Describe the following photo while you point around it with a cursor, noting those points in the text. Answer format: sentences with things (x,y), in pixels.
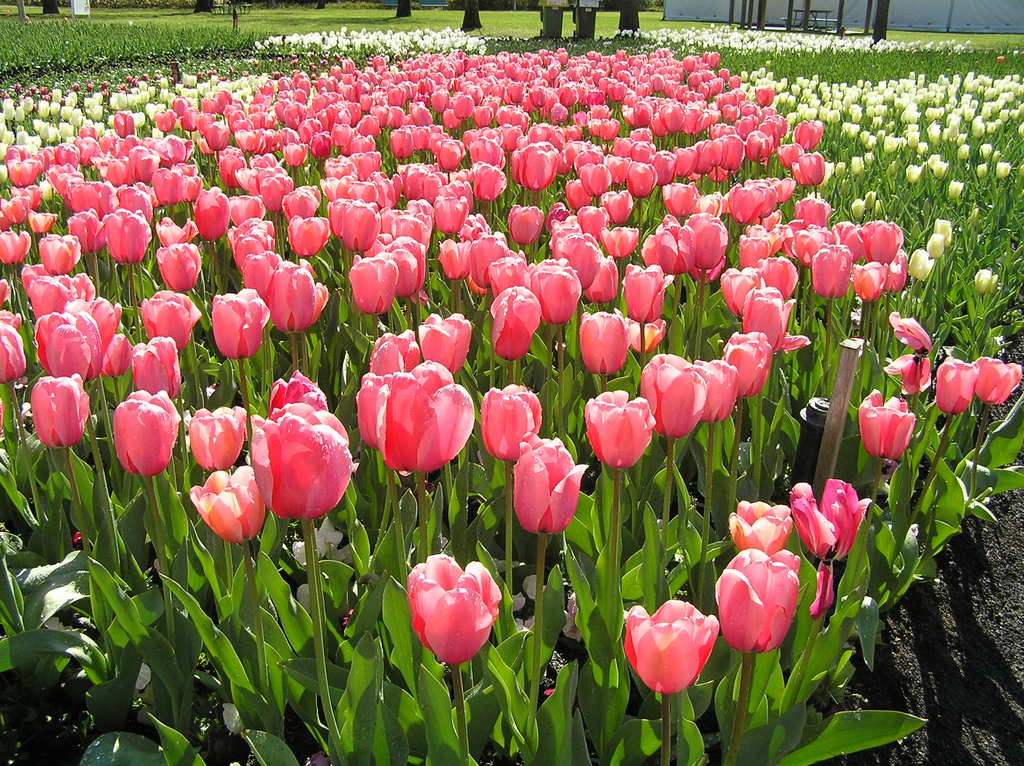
In this image there are few plants (645,419) having different colors of flowers (394,272). Top of the image (842,1) there are few tree trunks (406,15) and poles (791,19) on the grassland (912,37). Right top there is a wall (956,18).
